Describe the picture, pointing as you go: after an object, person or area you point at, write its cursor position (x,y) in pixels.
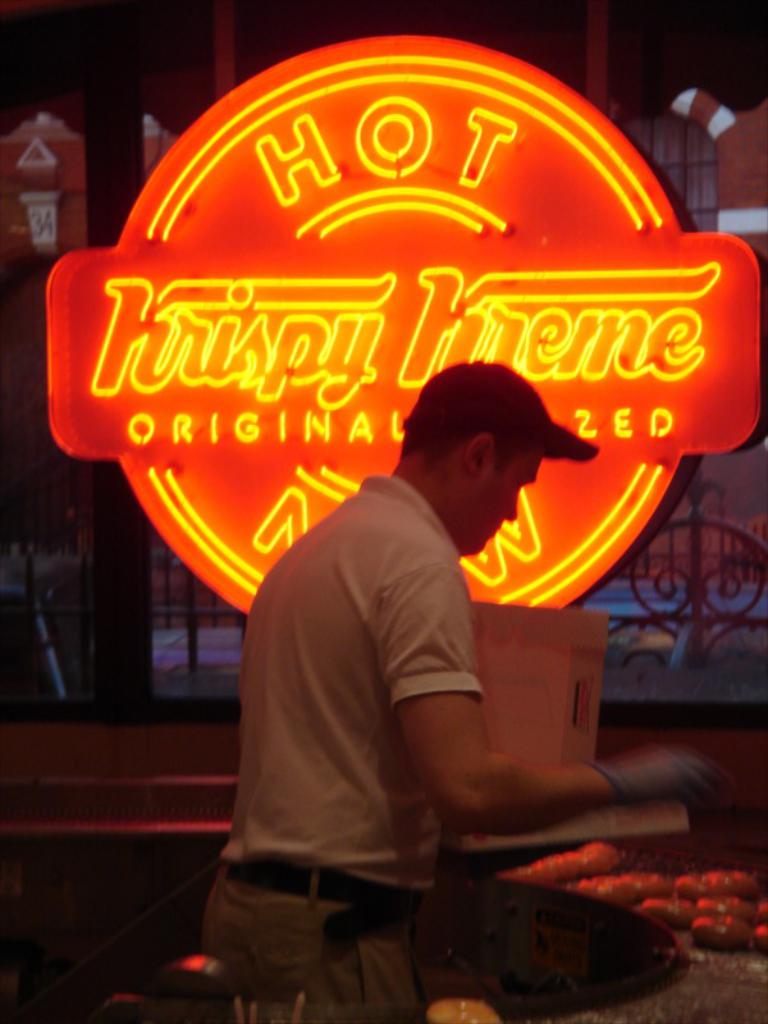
In the middle of the image (456,396) a person (450,398) is standing. Behind him there is a banner (478,153).
